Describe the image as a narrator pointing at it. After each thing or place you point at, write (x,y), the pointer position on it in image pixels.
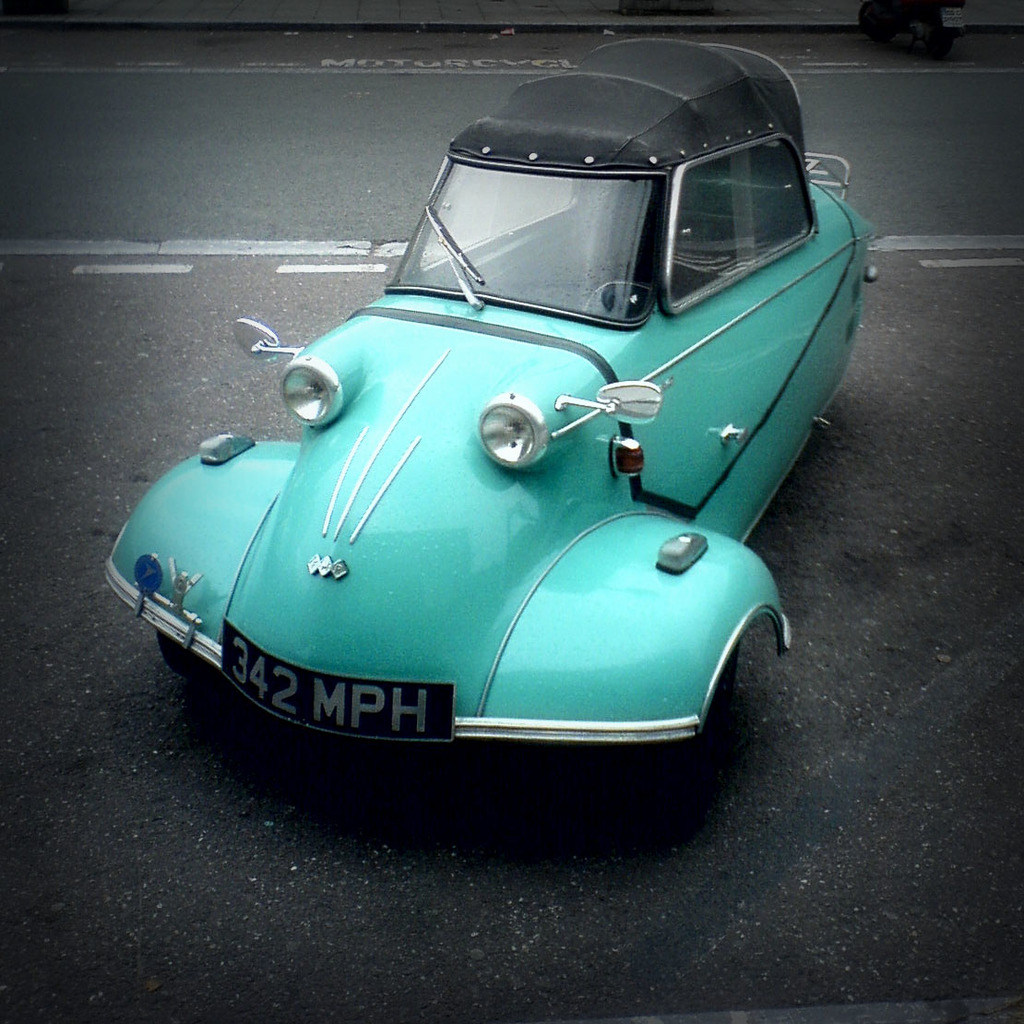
In this picture i can see a car (707,601) on the road (929,939). It is blue in color.
